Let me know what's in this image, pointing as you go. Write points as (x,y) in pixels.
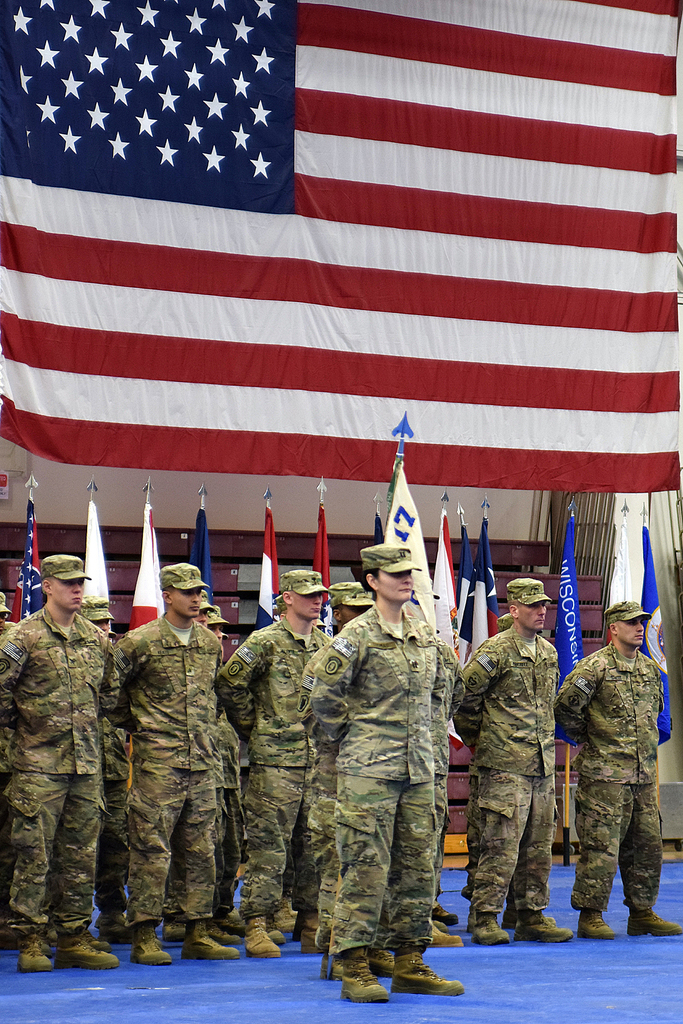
In this image I can see few people (344,648) are standing and I can see all of them are wearing uniforms (184,822). I can also see number of flags (399,537) in background (405,341) and I can see blue colour thing (611,895) on floor (611,895).
